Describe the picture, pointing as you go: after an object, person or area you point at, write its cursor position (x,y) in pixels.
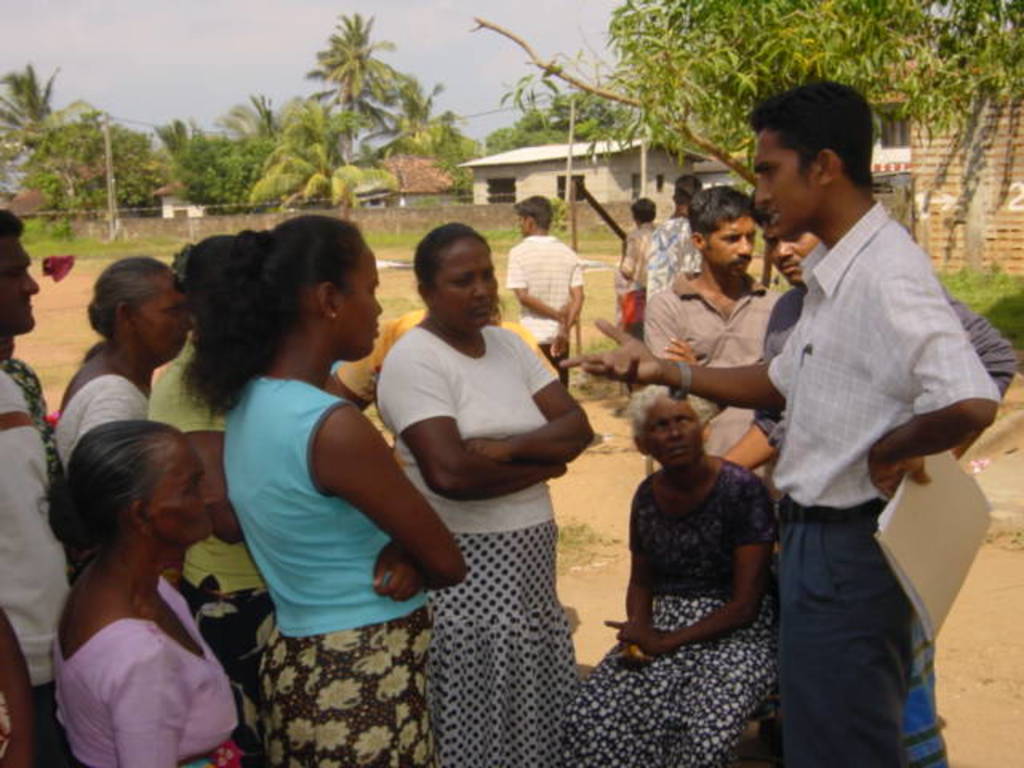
This is an outside view. On the right side (813,377) there is a man (817,440) standing facing towards the left side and speaking by looking at the people (481,401) who are standing in front of him. In the background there are many trees (456,172) and houses (659,180) and few people (646,245) are standing under a tree (755,98). At the top of the image (231,55) I can see the sky (212,29).
